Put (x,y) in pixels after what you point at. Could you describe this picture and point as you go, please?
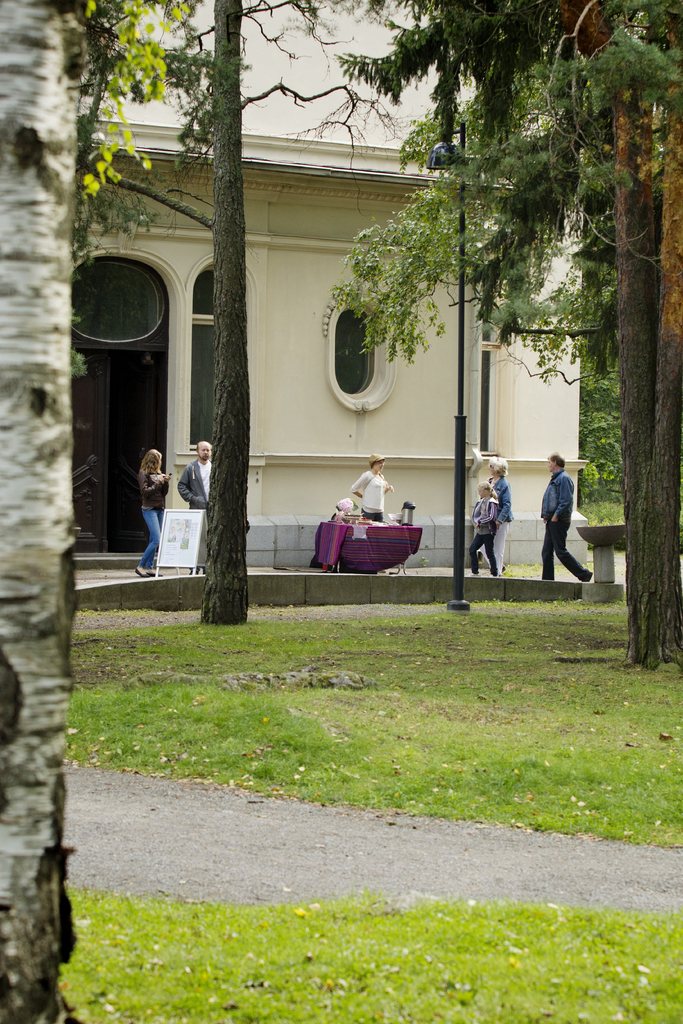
In this image we can see a building (282,374), in front of the building (337,485) there are few people (568,499) walking and a woman (371,482) standing near an object (377,532) looks like a table (402,534) and on the table (385,535) there is a jug (406,515) and few object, there is a board (191,528), light pole (444,159) and few trees (485,124).
